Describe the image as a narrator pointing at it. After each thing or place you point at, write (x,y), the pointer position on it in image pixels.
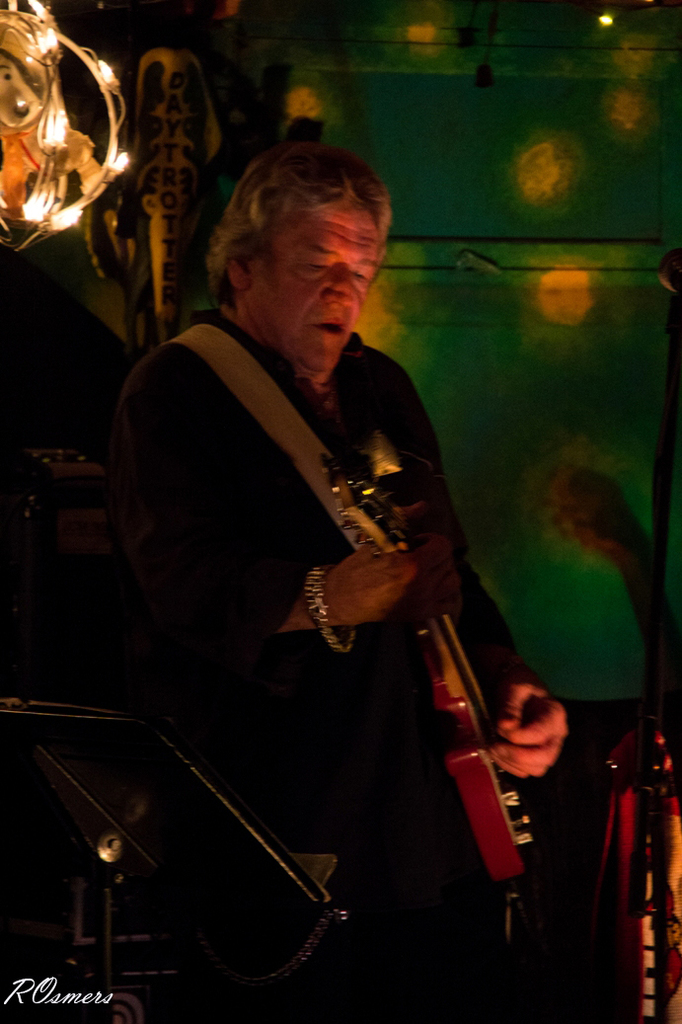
In this picture we can see a man (250,1017) who is playing guitar (488,742) and these are the lights (56,107).
